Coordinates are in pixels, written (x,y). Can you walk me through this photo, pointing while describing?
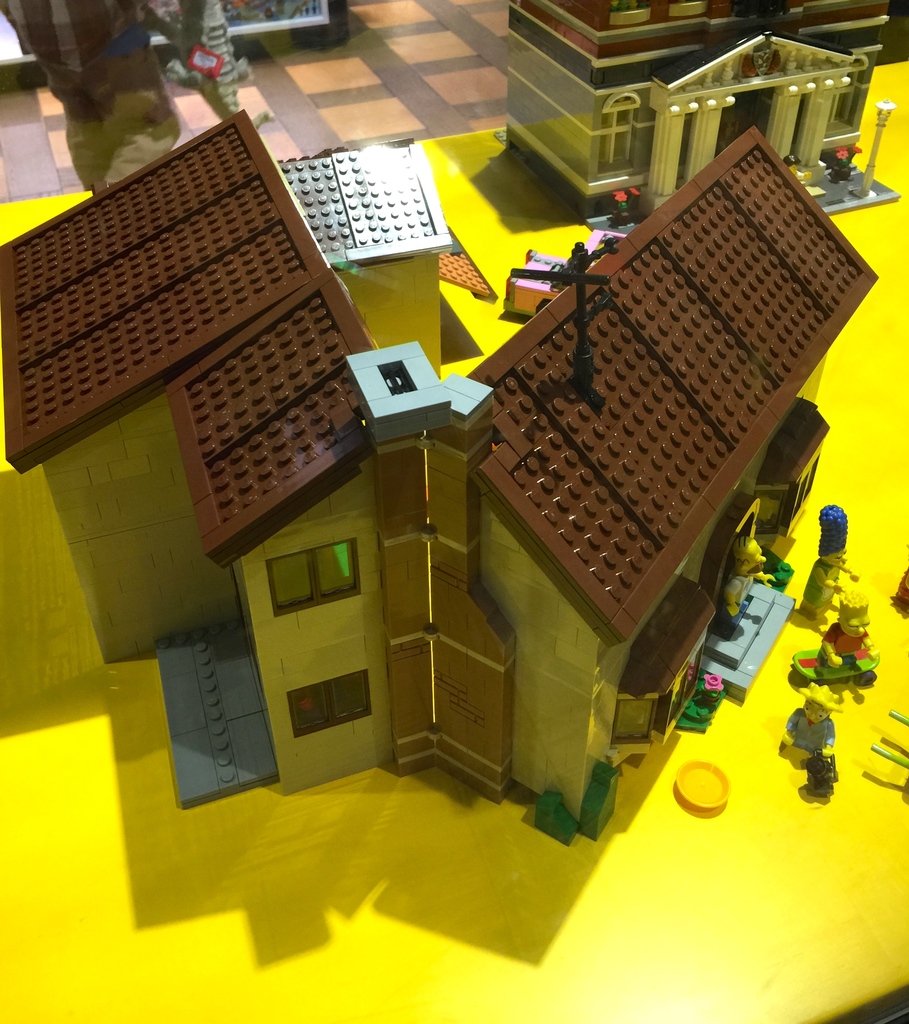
In this image we can see the depiction of a building (681,98), houses (602,291), people (742,556). vehicle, flower pots (848,161), light pole (887,112), objects (713,794) and also the path (383,119).
